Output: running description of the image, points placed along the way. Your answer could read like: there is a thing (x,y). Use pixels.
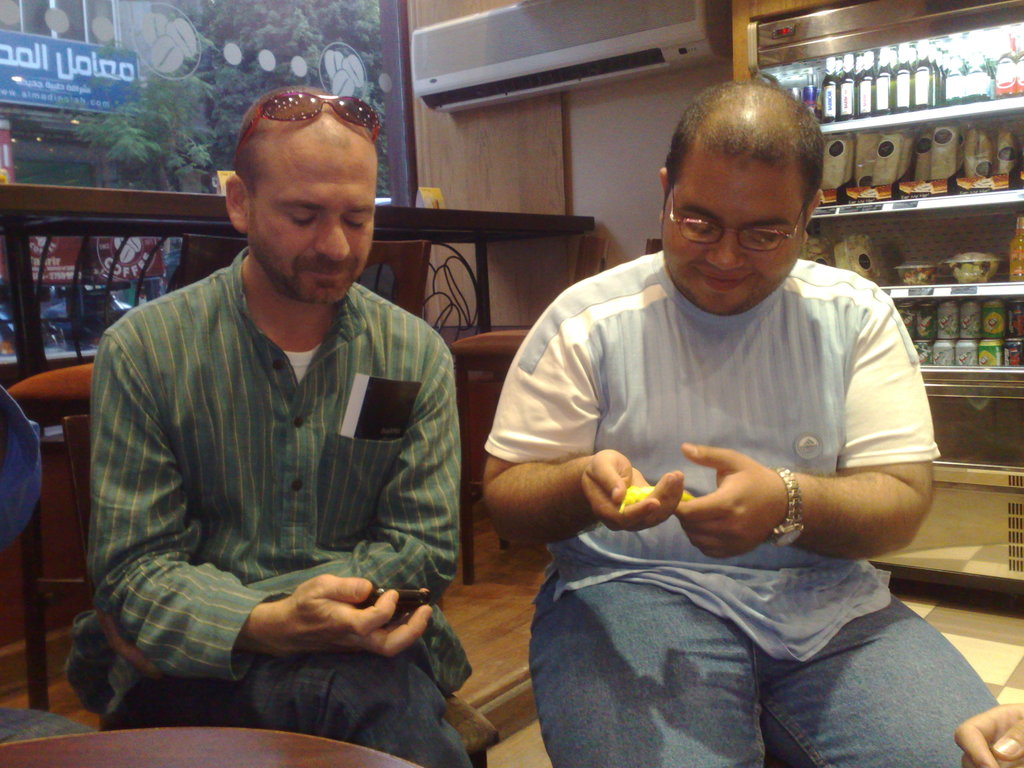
In this image, we can see people (601,486) sitting and one of them is holding an object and wearing glasses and the other is having a paper (369,418) in his pocket (359,451). In the background (680,52), there is a board (110,79), an ac (562,69) and we can see some bottles (911,88), bowls (975,257), jars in the shelves (888,247) and we can see some chairs (53,375), tables (31,328) and a wall (614,147). At the bottom (1013,636), there is floor (970,635).
